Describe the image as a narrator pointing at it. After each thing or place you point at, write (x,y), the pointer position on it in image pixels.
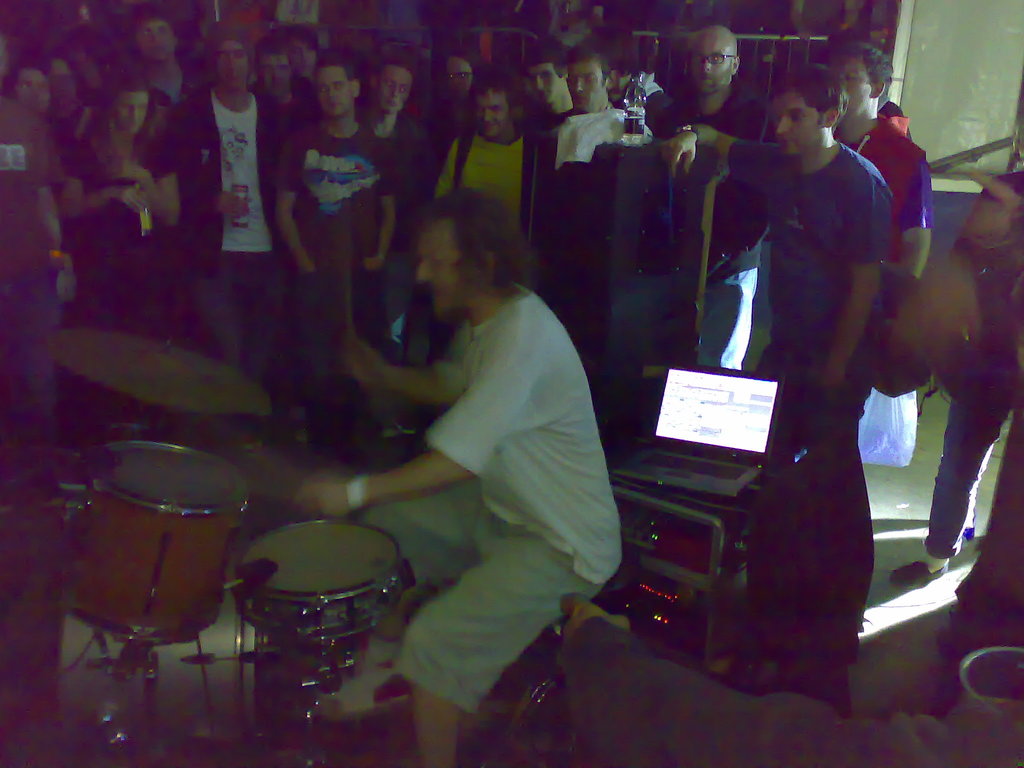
There are group of people (191,230) standing and watching the performance. Here is a man (507,545) sitting and playing drums (211,531). Behind this man (536,540) I can see a laptop (737,486) and some other electronic devices (704,605). And here there is some other object (621,239) where a water bottle (634,133) and a piece of cloth (590,137) is placed on it.
